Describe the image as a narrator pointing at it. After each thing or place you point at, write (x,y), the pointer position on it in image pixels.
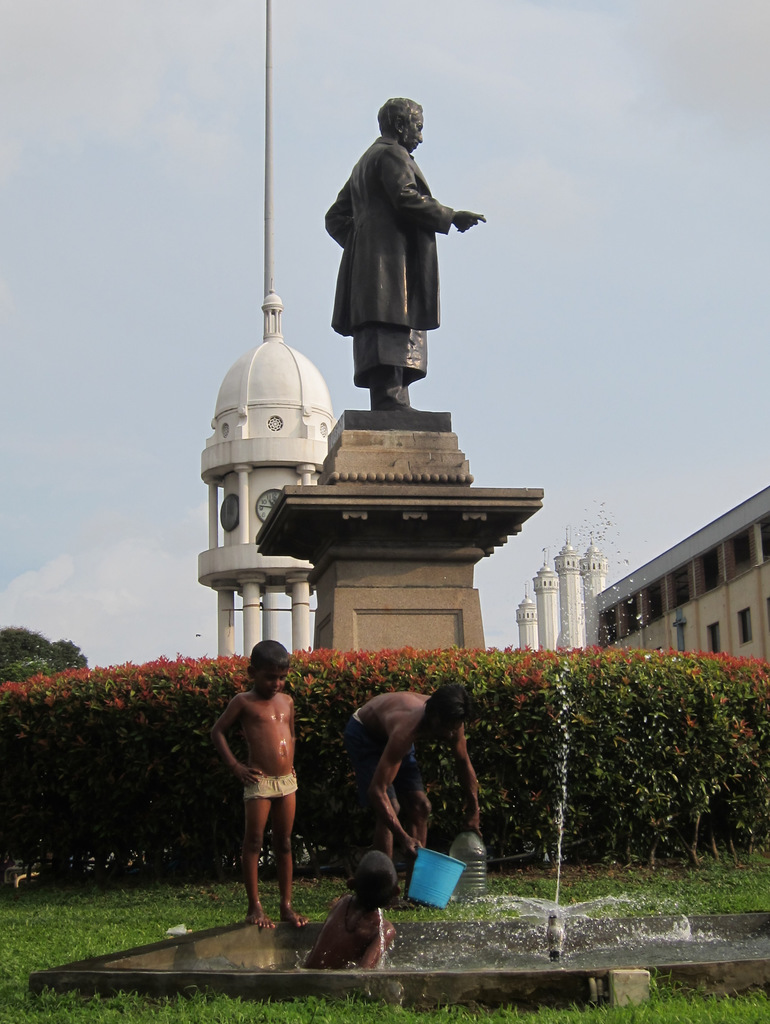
This is an outside view. At the bottom of the image (527,947) there is a fountain (587,935) and I can see three boys (379,730) near this fountain (551,907). On the ground (171,1007), I can see the grass (141,1009). At the back of these people (465,708) there are some plants (572,753). In the middle of the image (376,349) I can see a statue of a person (399,317) on the pillar (385,567). In the background (261,483) there is a clock tower (254,570). On the right side (710,577), I can see a building (681,593) and few pillars (570,596). At the top of the image (650,129) I can see the sky (627,122).
